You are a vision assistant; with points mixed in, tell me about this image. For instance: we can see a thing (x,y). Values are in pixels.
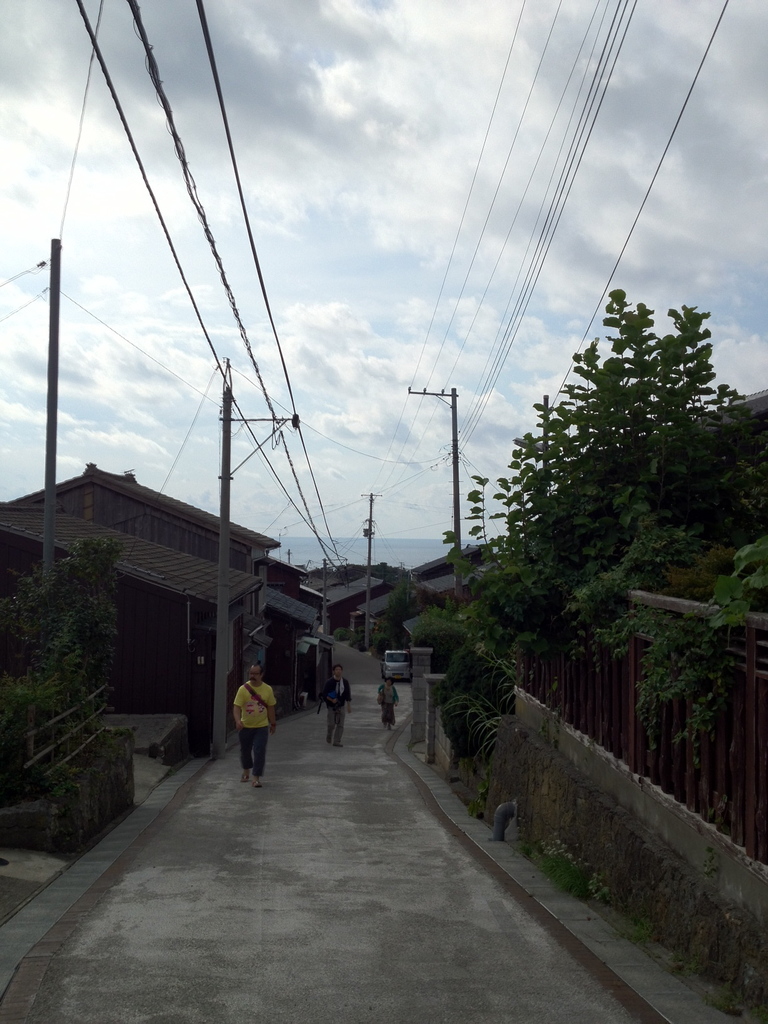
In this image, we can see people (260,749) on the road (280,792) and some are wearing bags (244,688). In the background (325,639), there are trees (501,539), sheds (148,645), poles (228,409) along with wires (218,368) and there are fences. At the top (310,240), there are clouds (310,240) in the sky (310,240).
